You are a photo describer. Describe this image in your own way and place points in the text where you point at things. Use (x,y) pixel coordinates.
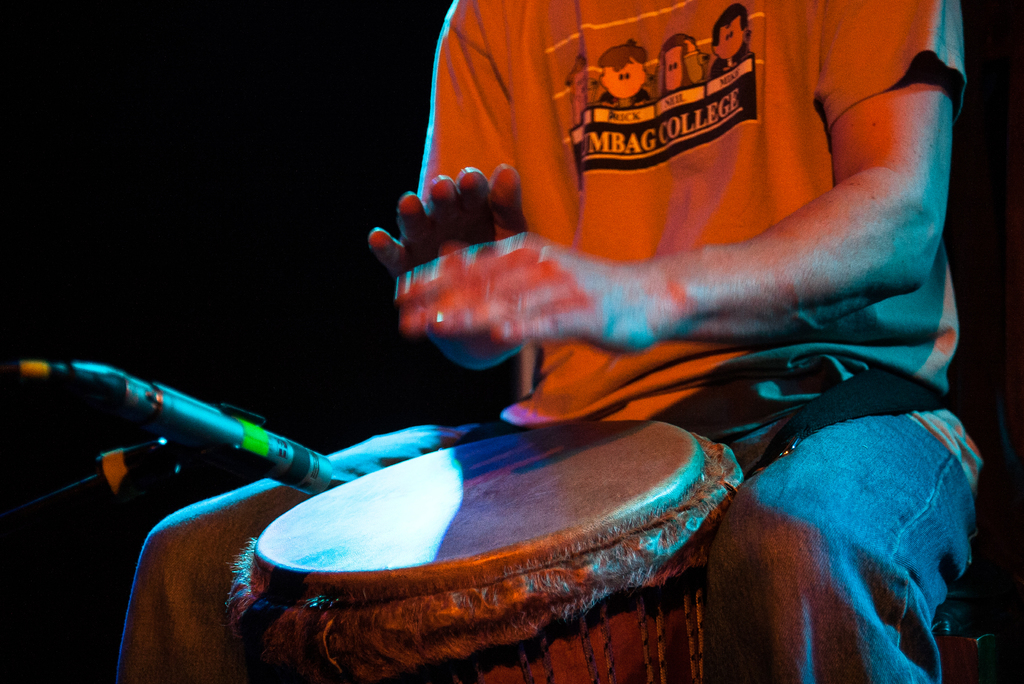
In this image there is a man (378,465), playing drums (724,474). He is wearing orange color t-shirt (679,245) and a blue jeans (791,499). In front of him, there is a mic (179,416) along with mic stand (164,441). And the background (177,98) is dark.
